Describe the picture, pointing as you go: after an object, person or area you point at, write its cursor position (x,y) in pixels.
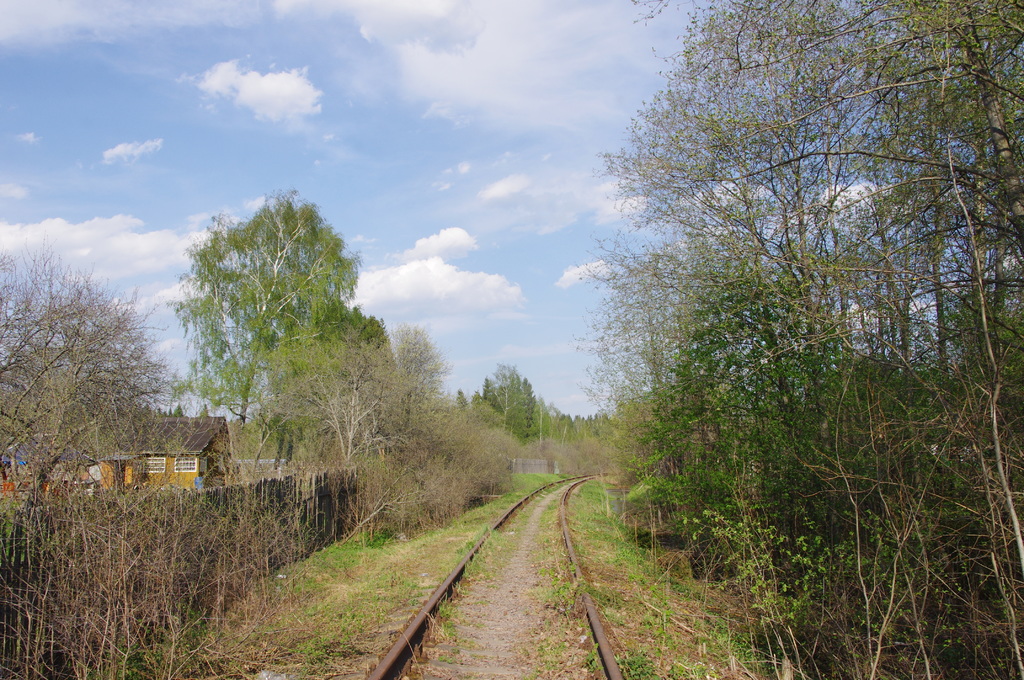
In this image I can see a railway track (466,577), the grass (443,561), wooden fence (290,529), plants (228,542), a house (107,474) and trees (240,452). In the background (422,180) I can see the sky (419,169).
